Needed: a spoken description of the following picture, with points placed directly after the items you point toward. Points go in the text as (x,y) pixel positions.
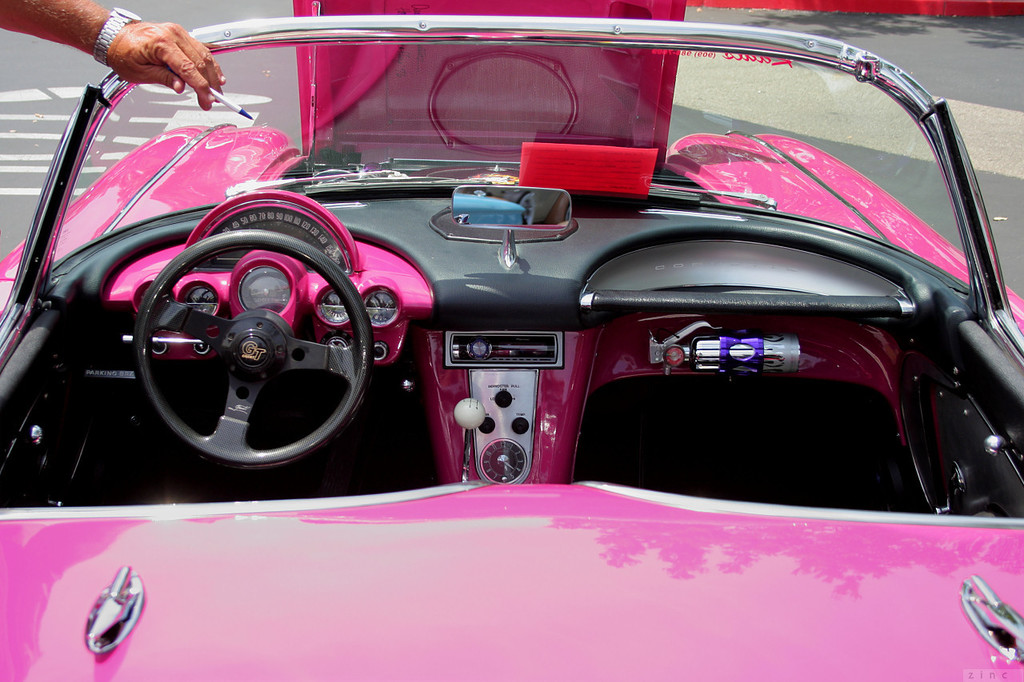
In this picture there is a pink color vehicle (471,523) which has a steering (244,368) and some other objects (505,404) in it and there is a person (101,57) placed his hand (137,56) on it in the left top corner (122,52).
